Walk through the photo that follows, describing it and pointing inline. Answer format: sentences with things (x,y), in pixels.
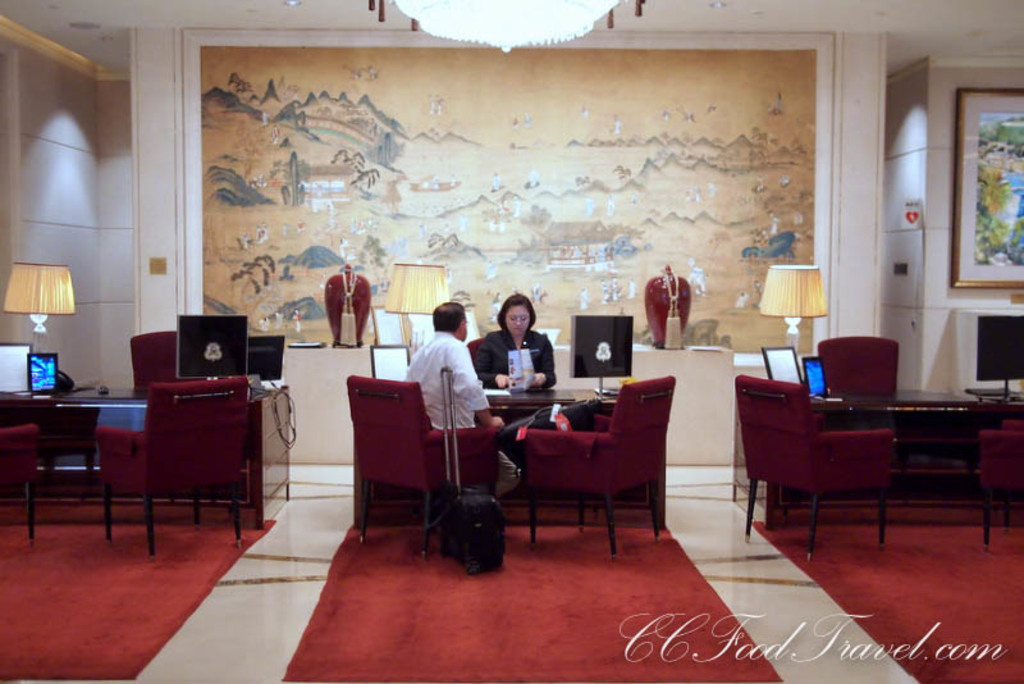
This picture is of inside. On the right corner (1000,396) we can see a television (1005,356) placed on the table (1020,403) and some chairs (855,376) and table (923,419) and we can see a picture frame (987,227) hanging on the wall (941,276) and a lamp (796,309). In the center (462,390) there is a man (466,337) and a woman (508,336) sitting on the chair (449,430). In the foreground (274,590) we can see the floor (283,607) which is covered with the red carpet (531,593). On the left (53,458) there is a table (145,392) on the top of which a laptop (279,354) and a monitor (239,349) is placed and there is a side lamp (55,313). On the top (484,16) we can see a Chandelier (531,18) and in the background (261,105) we can see a picture frame (498,116) on the wall (157,49) and a wall (155,110).
